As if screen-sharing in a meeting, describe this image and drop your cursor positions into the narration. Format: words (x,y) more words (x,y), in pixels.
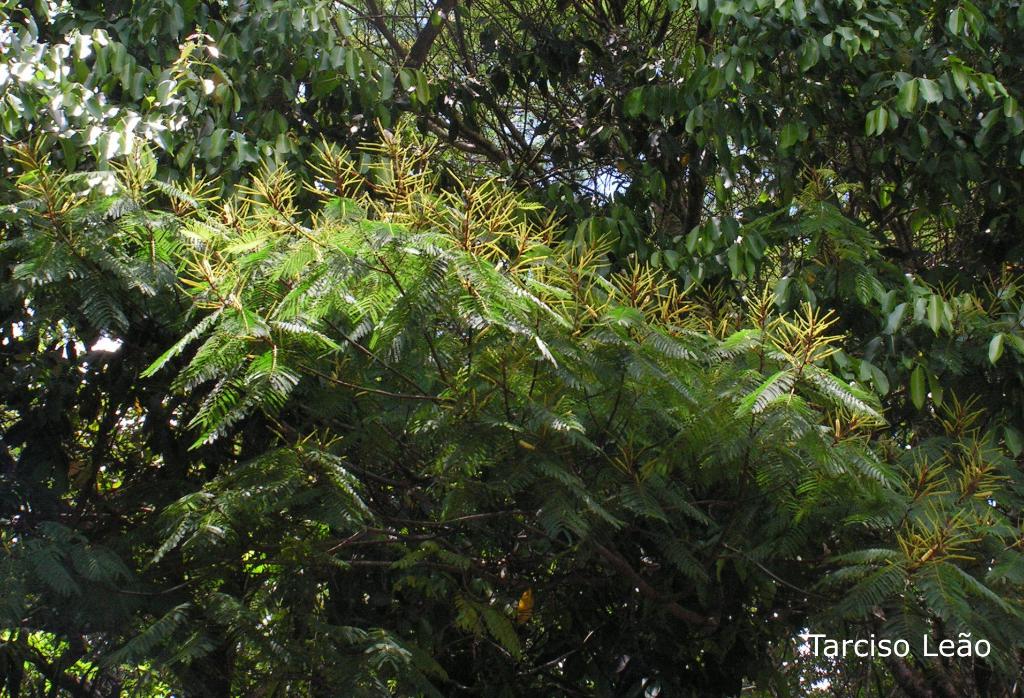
In the image there are plants (220,244) and trees (240,238).
